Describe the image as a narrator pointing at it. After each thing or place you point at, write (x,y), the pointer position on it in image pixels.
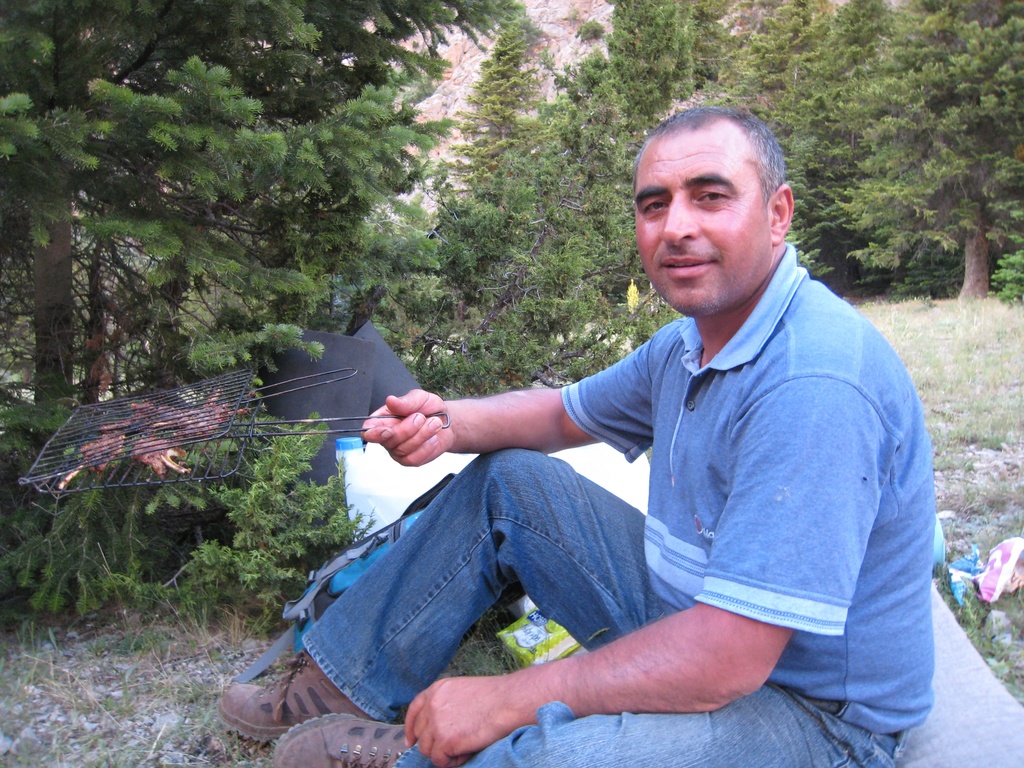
This image is clicked outside. There is a person (578,578) in the middle (466,490). He is sitting. There are trees (572,249) at the top (572,249).
